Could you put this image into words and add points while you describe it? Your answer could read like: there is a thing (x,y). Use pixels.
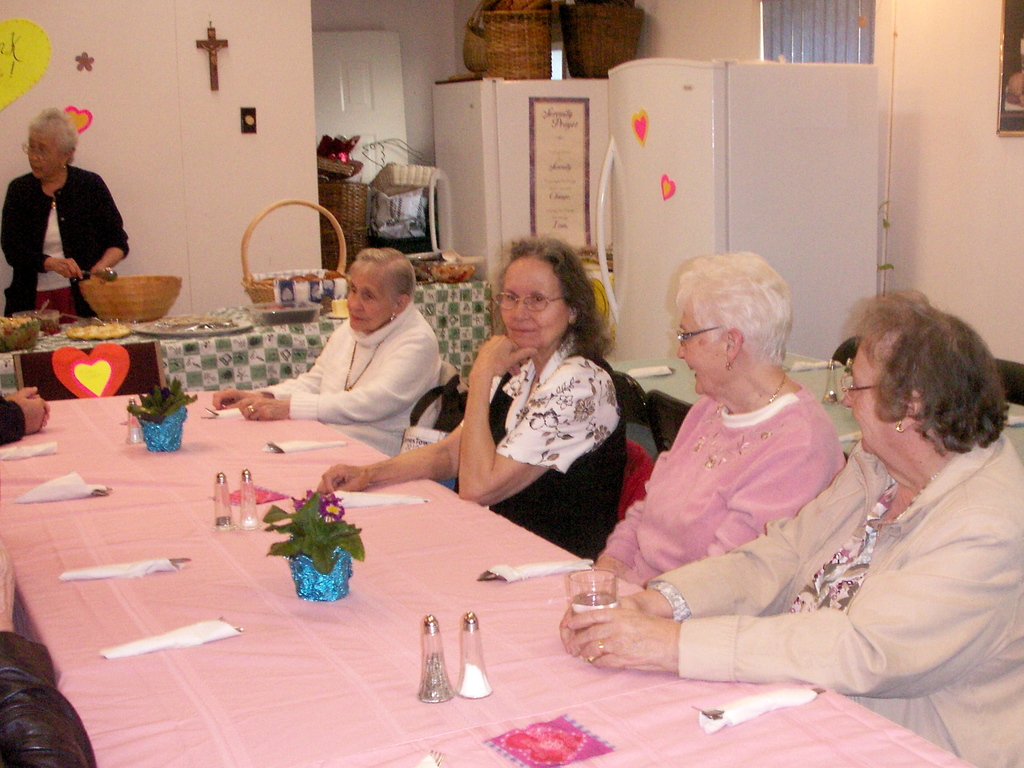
This is an inside view of a room (432,10). In this picture we can see a refrigerator (673,234). We can see few stickers (664,182) on the wall (162,134) and refrigerator (648,209). On the right side of the picture (925,509) we can see women (392,424) sitting. We can see a woman (1022,628) holding a glass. On a table (404,572) we can see cloth (354,596), tissue papers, plants (151,392) and few objects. On the left side of the picture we can see the hands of the people (9,733). In the background (268,342) we can see a table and a woman (84,201) standing. She is wearing spectacles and holding a spoon (104,273). On a table (2,349) we can see a cloth (283,344), plates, baskets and few objects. In the background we can see baskets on the white object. We can see a sticker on it.
